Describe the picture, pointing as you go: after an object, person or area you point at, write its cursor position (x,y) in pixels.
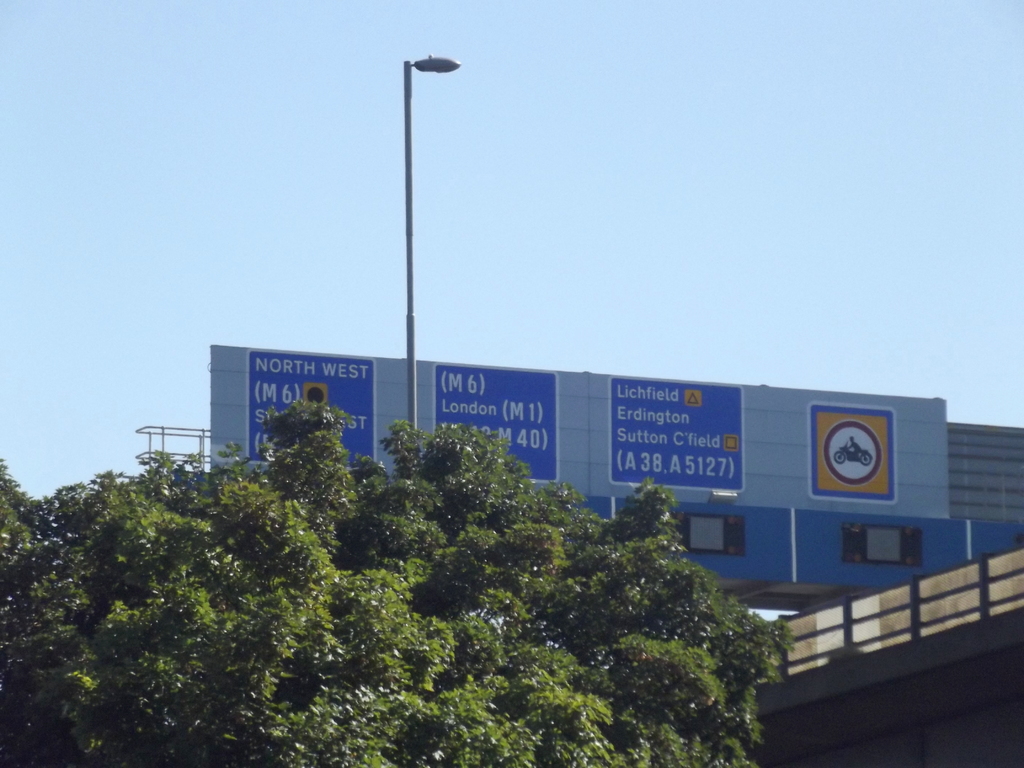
In this image at the bottom (357,546) there are trees (355,592), and on the right side of the image (856,624) there is bridge (891,596). And in the background (245,406) there are some boards (804,440), on the boards (801,454) there is text (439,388) and in the center (413,259) there is pole (439,63). And at the top (351,134) there is sky (341,153).
